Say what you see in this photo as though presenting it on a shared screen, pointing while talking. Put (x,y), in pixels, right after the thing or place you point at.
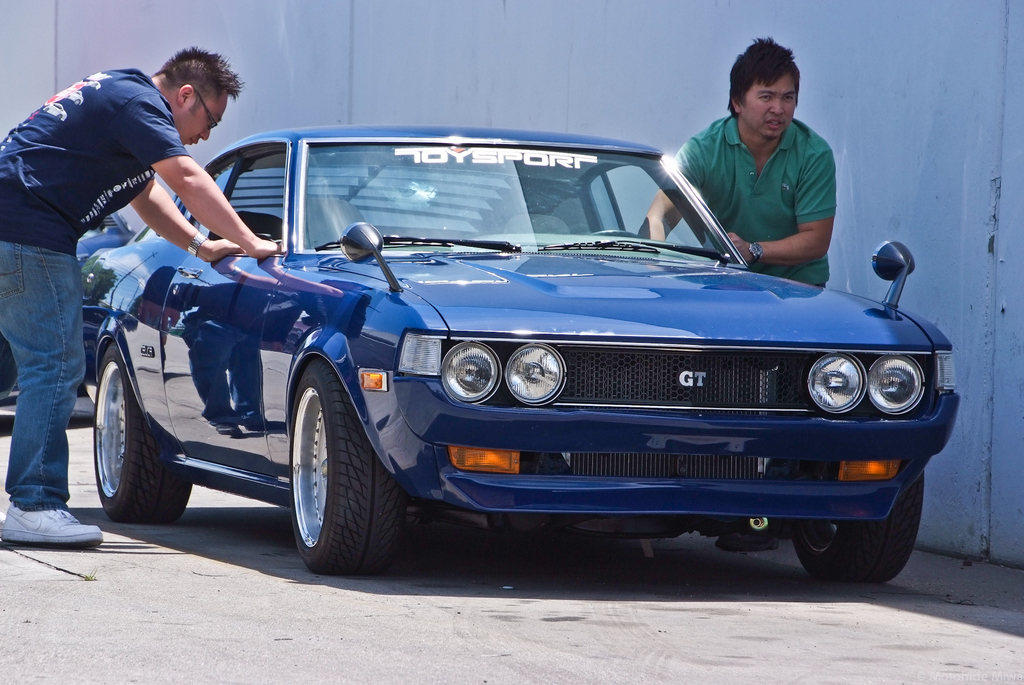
In this image, there is a car (462,205) in between two persons (95,154) beside the wall (854,213).
